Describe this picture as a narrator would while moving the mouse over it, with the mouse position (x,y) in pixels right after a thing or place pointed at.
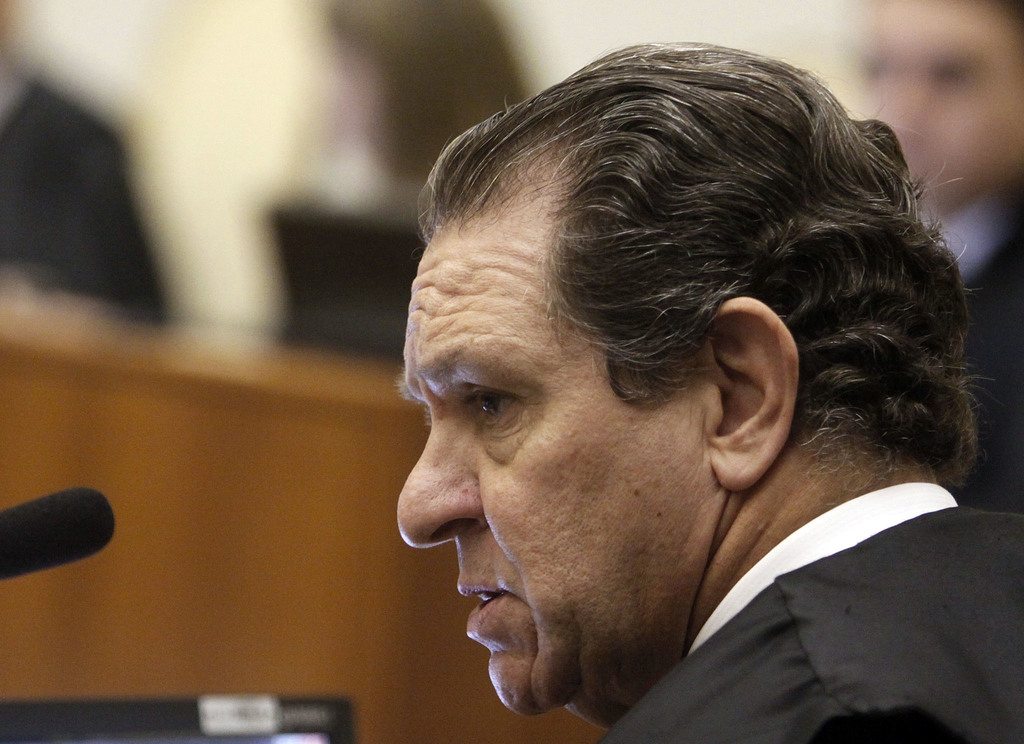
In this image in the foreground (694,385) there is one person (488,278) talking and there is a mike (74,536), at the bottom (151,727) there is screen (192,710) and there is a blurry background (898,72).
